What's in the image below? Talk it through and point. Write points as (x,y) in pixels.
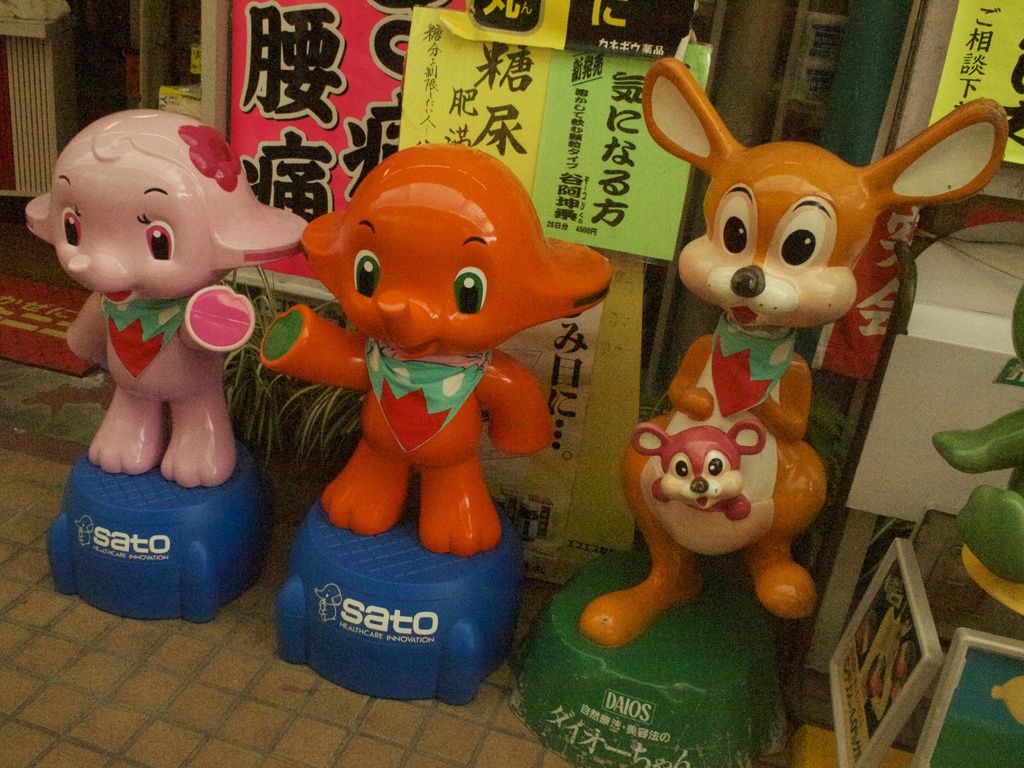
In this image, we can see some statues (544,407) and there are some posters (487,89) in the background (354,89).
